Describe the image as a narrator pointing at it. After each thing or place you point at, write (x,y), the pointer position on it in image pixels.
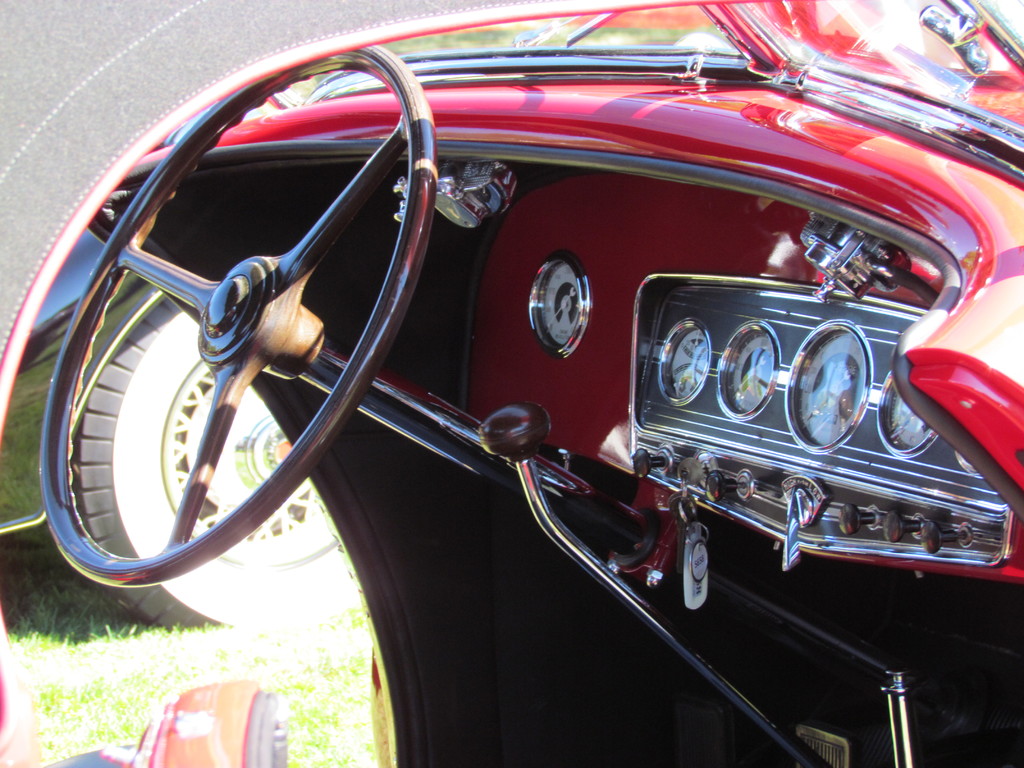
In the image we can see there is a inner view of a car (529,354) and there is a steering wheel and there is a speedometer (768,395). The ground (153,654) is covered with grass (159,666).
